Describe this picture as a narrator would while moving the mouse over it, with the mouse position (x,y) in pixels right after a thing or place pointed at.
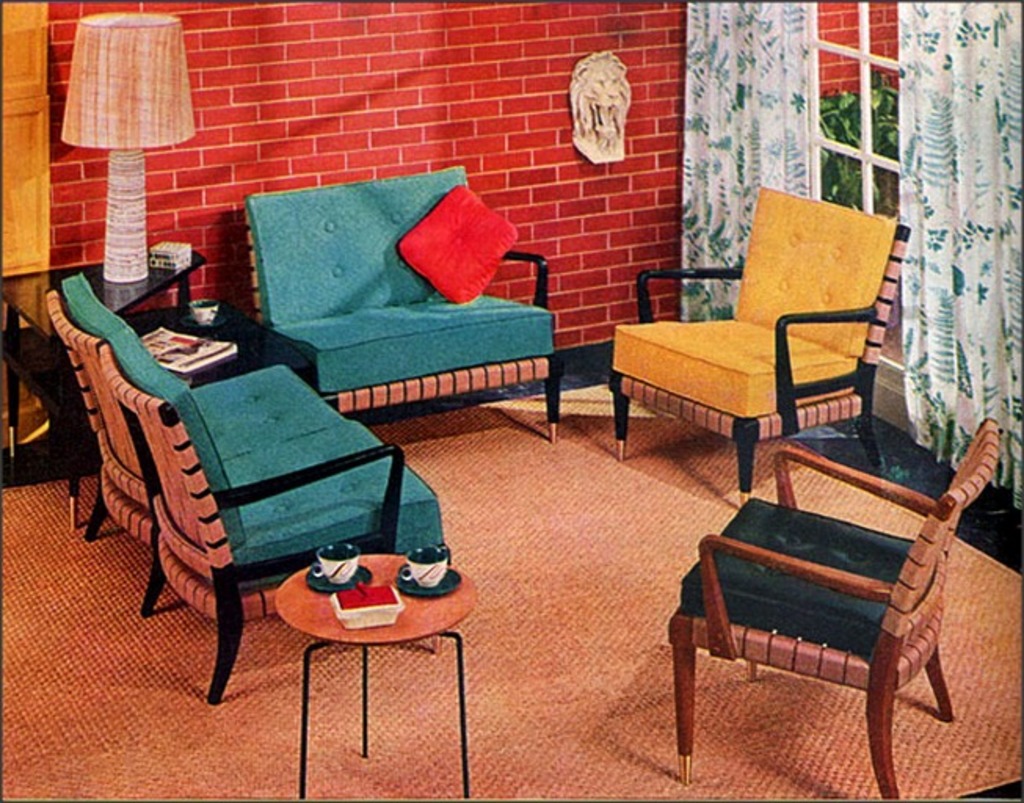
there are sofa (554,355) in room (677,472). in the front (407,619) there is a table (407,618) on which there are cups (421,567) and saucer (447,584). at the back (136,108) there is a lamp (155,98) and a red brick wall (427,99). at the right corner (902,175) there is a window (816,135) and curtains (744,149).
